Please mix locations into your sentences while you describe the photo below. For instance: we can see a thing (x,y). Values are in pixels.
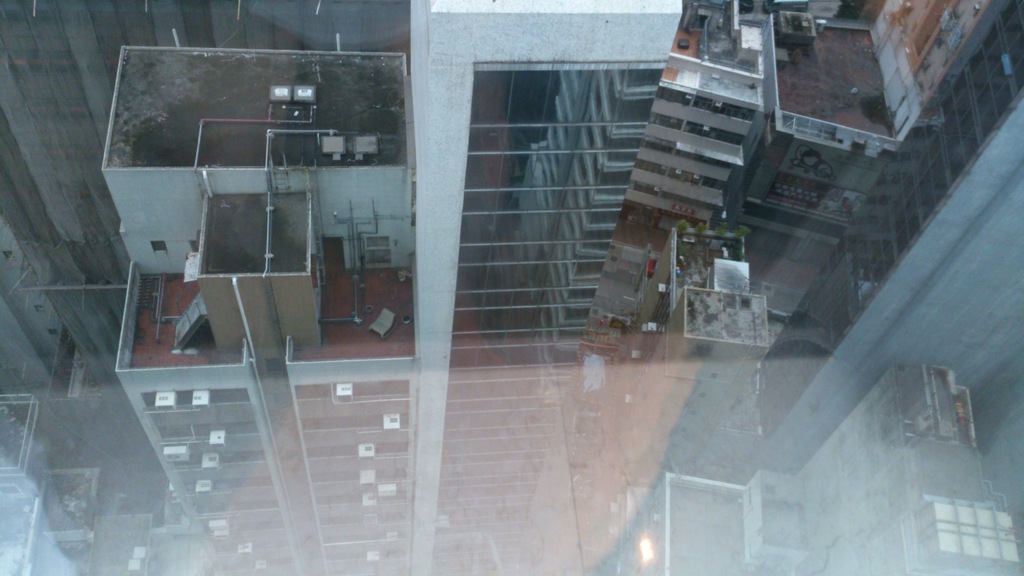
As we can see in the image there are buildings (355,179) and windows (238,440).
